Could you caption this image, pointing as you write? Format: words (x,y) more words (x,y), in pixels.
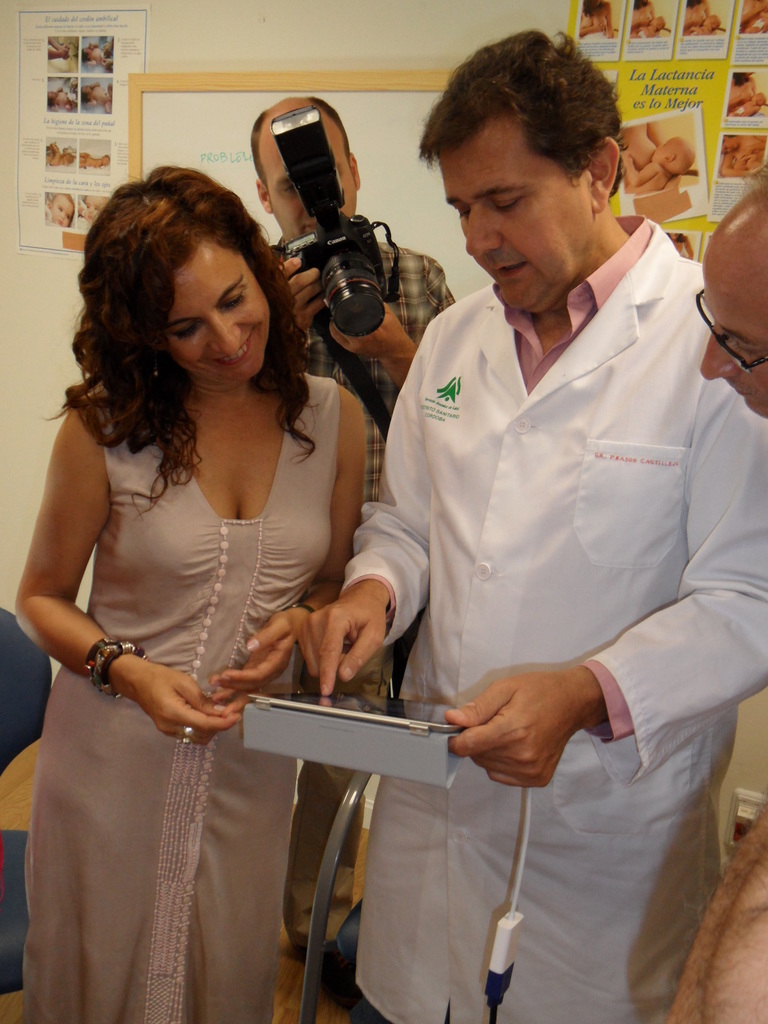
In this image there is a man (562,519) in the middle (434,410) who is wearing the white coat (622,426) is seeing in the tablet (338,707). On the left side (182,473) there is a girl (198,471) who is also looking into the tablet (354,709). In the background (346,232) there is a cameraman (342,238). There are poster (73,77) fixed to the wall (154,36).
